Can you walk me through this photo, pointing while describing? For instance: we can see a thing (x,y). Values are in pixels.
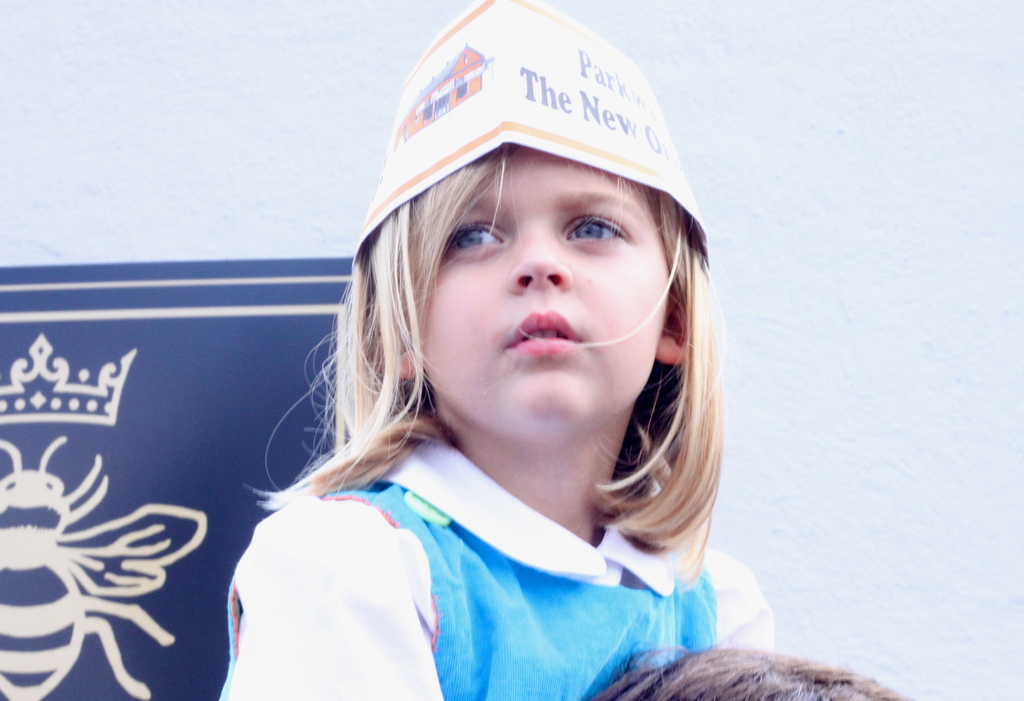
In the center of the image (424,355) we can see a girl (544,410) and wearing cap (582,148). At the bottom of the image (737,685) we can see a person head (717,670). In the background of the image (858,238) we can see a board (187,339) and wall (208,164).
